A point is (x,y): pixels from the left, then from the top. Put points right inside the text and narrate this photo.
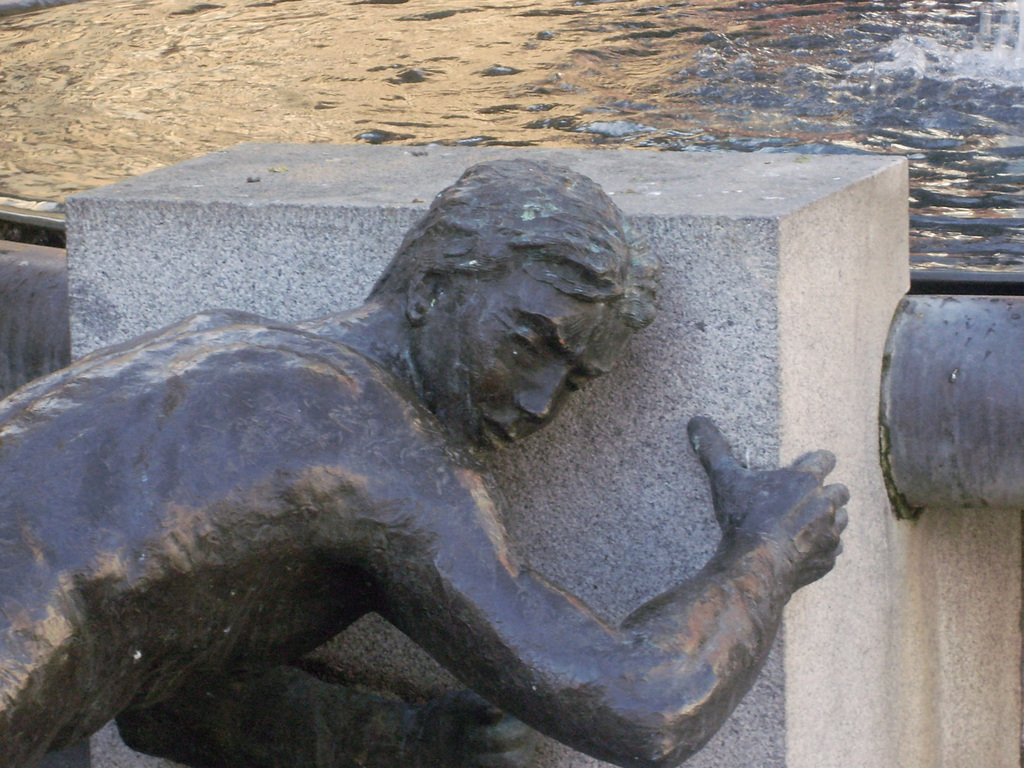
In this image we can see a statue (705,721), stone (638,360), and a pipe (915,376). In the background (689,125) we can see water (777,74).
